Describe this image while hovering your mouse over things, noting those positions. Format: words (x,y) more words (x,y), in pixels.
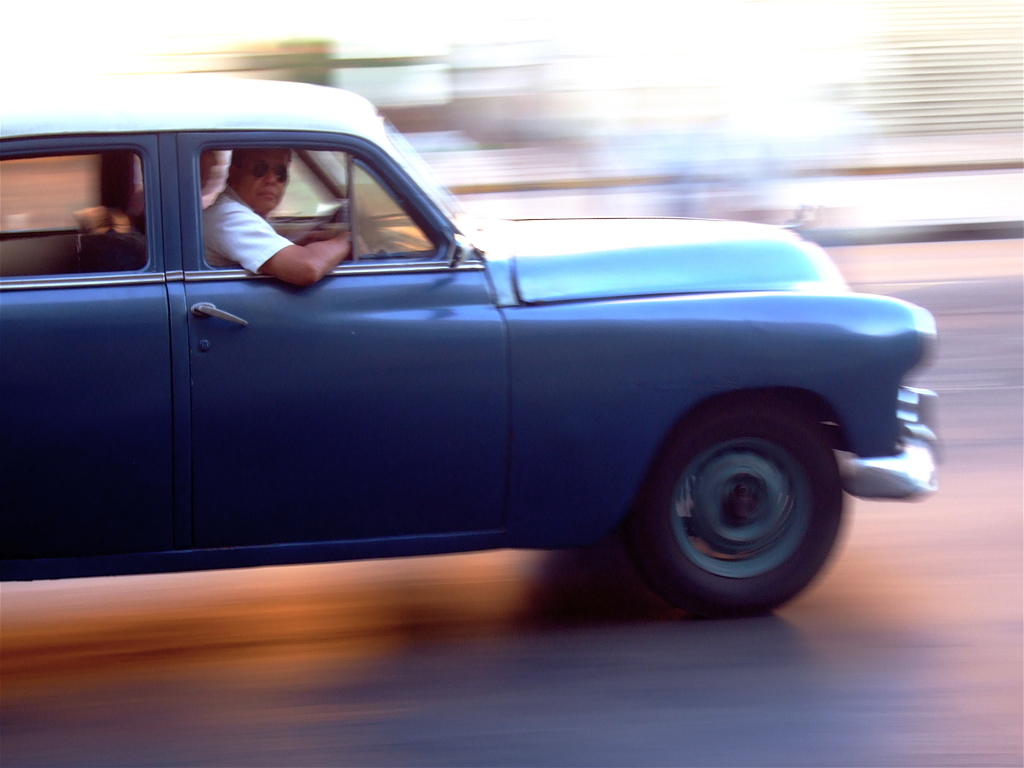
The person (248,209) wearing white shirt (254,230) is travelling in a blue car (298,388) and there is another person (211,175) sitting beside him.
